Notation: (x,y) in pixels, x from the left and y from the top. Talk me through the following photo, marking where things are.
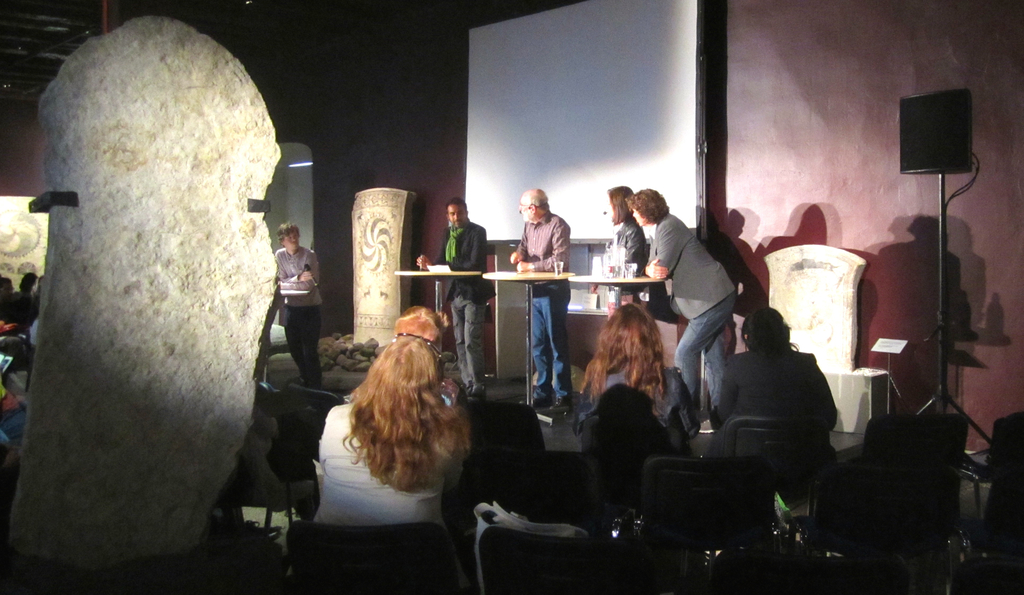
In this image there are a group of people (463,268) some of them are sitting, and some of them are standing and there are tables (622,283). On the tables (637,279) there are glasses (627,269), papers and some objects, and in the background (513,117) there is screen (498,67), wall (467,73) and some boards (376,242). And on the right side (933,132) there is a speaker (919,157) and pole (940,181), and on the left side (117,223) there are some objects (206,187).
